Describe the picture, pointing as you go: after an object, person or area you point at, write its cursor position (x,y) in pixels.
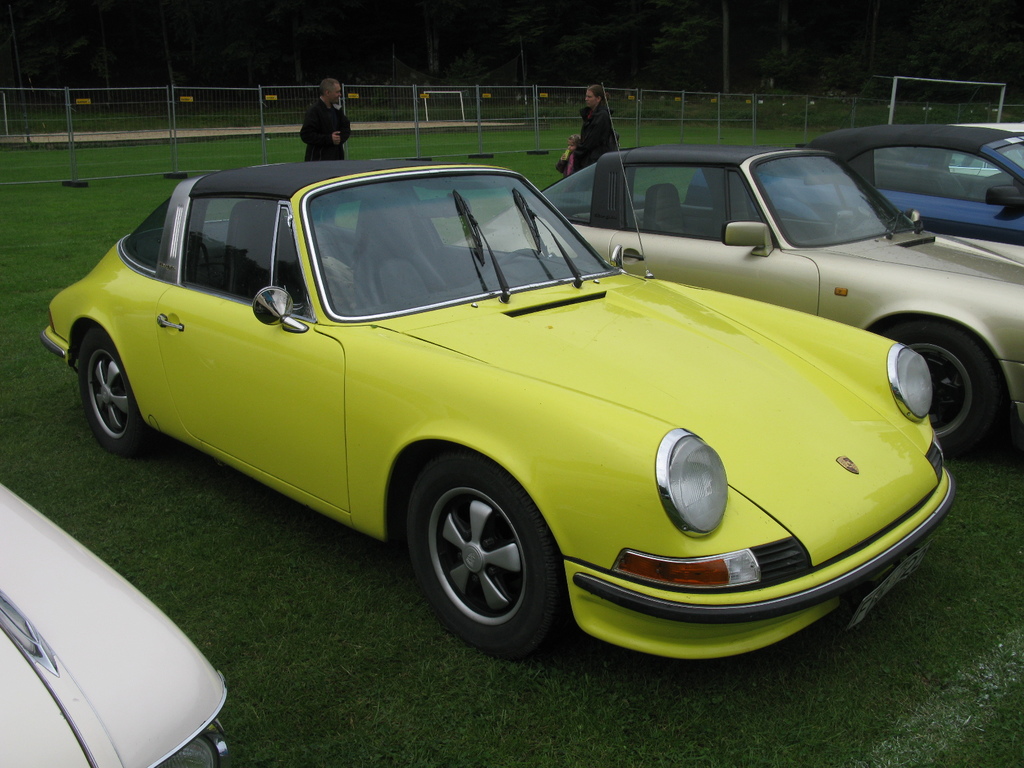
In this image I can see there are many cars (63,704) parked on the ground (941,767) and there are two people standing at back.
